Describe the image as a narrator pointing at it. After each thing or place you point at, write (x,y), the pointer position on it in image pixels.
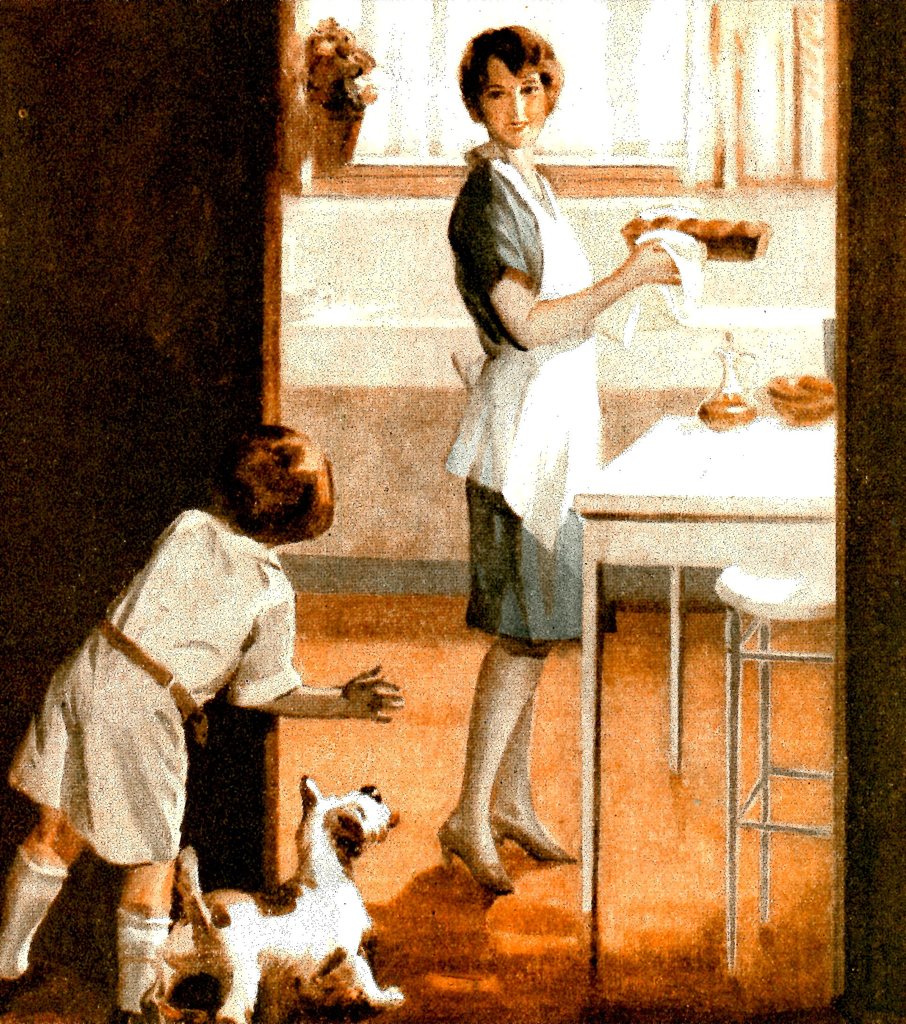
This image consists of a painting (310,784). On the left side (129,773), I can see a boy (185,599) standing and looking at the woman (521,398) who is holding a plate (712,245) in the hand (652,277) and standing. Beside this boy (110,712) there is a dog (287,927). In front of this woman (520,380) I can see a table (754,539) and a chair (755,583).
